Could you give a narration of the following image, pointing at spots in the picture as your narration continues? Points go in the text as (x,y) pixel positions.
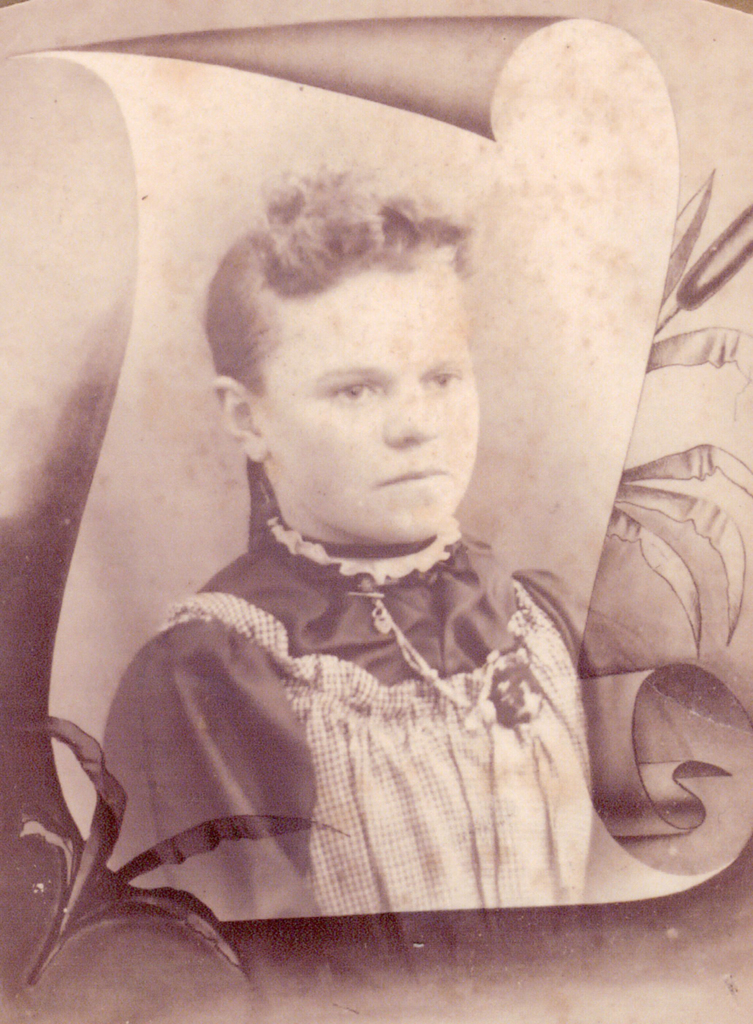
It is a edited image. In this image we can see a picture of a person (344,571).
